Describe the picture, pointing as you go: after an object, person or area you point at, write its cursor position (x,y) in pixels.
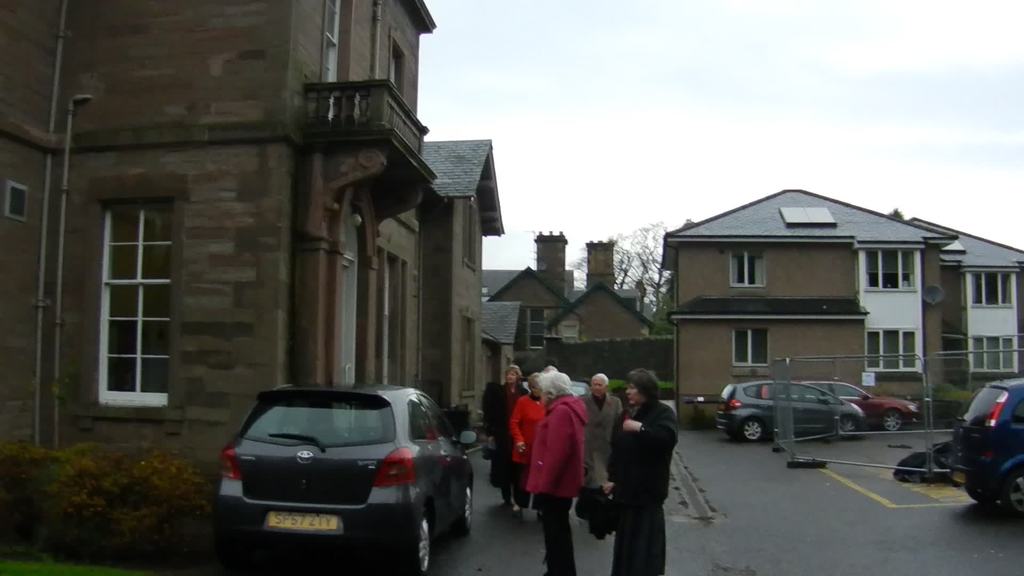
There are some persons (544,452), cars (377,526) and plants (155,524) present at the bottom of this image (651,510), and there are some buildings (754,347) in the background (686,347). We can see a tree (637,274) in the middle of this image (629,264) and there is a sky (655,119) at the top of this image (738,129).
